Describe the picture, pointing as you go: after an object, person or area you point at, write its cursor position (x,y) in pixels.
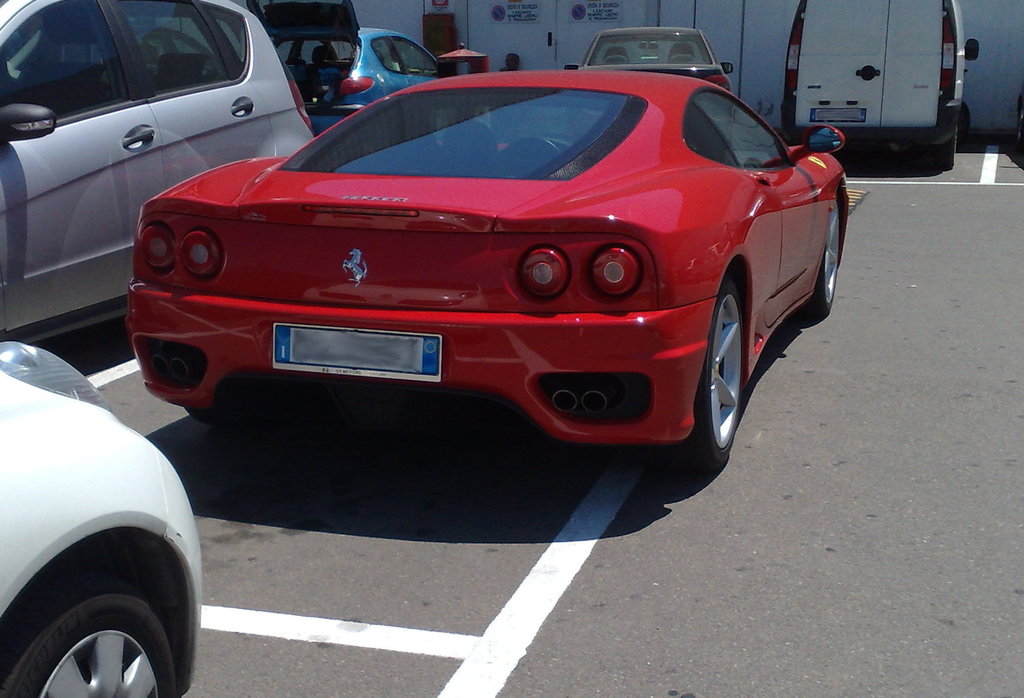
We can see vehicles (167,306) on the road (491,508) and we can see wall (762,21).
